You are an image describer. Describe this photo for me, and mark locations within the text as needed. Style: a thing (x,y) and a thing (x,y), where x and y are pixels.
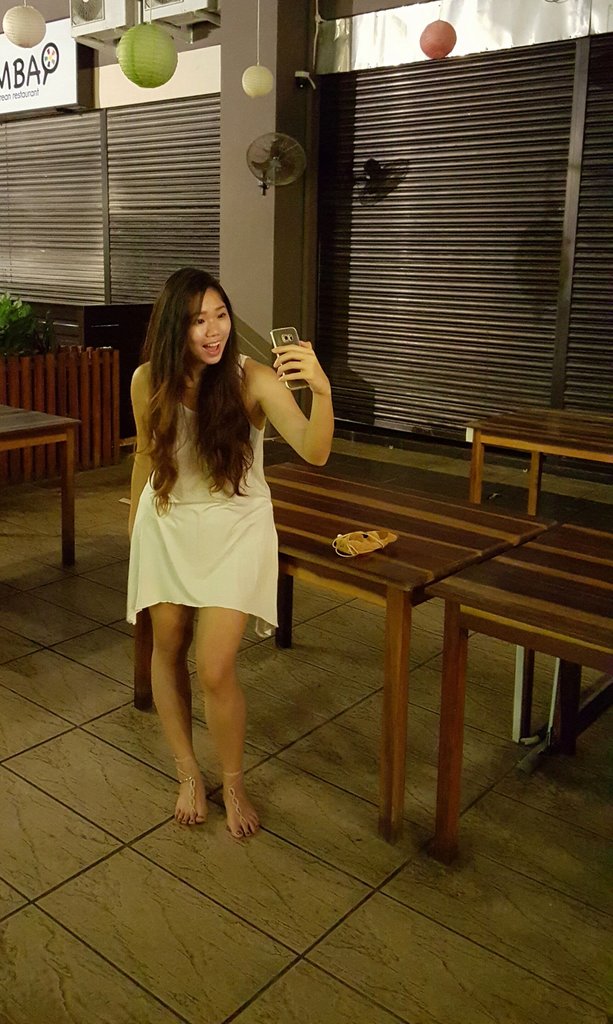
A woman (190,475) holding a mobile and smiling and sitting on a table (337,501). And there are many tables (399,527). On the table (391,553) there is a pouch (360,539). In the background (442,228) there is a wall (442,228), pillar (256,225). On the pillar (274,244) there is a fan (281,150). Also on the side there is a wooden fencing (74,369) and fans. There are decorative bulbs (423,32).
